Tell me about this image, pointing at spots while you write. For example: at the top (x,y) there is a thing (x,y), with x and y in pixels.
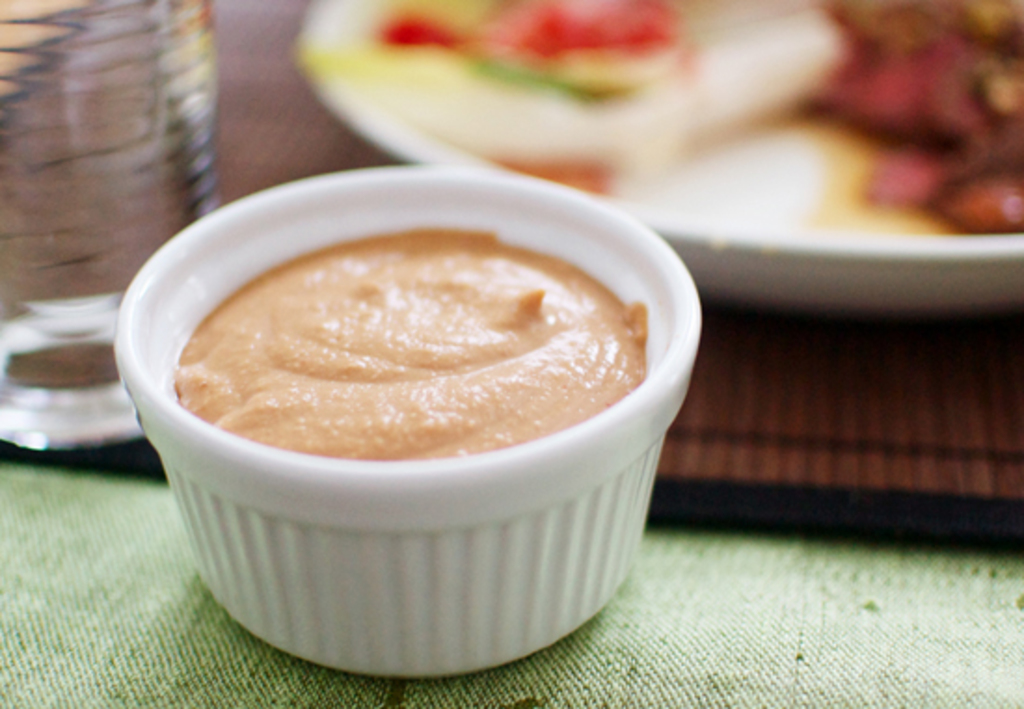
In this image there is a cloth (1008,586) having a bowl (508,469) which is having some food (388,368) in it. Beside there is a glass (70,273) and a plate (794,258). Plate (828,166) is having some food (877,164) on it which is kept on a table (762,428).
